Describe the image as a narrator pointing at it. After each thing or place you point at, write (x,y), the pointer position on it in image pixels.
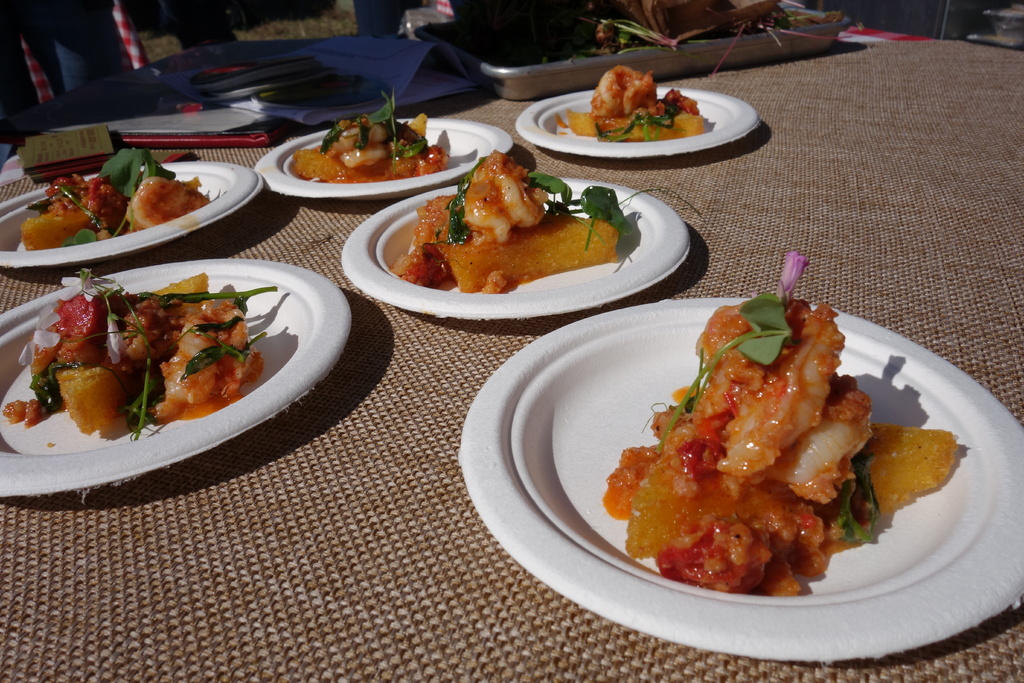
In this image I can see food (452,279) in the plates (395,306).
